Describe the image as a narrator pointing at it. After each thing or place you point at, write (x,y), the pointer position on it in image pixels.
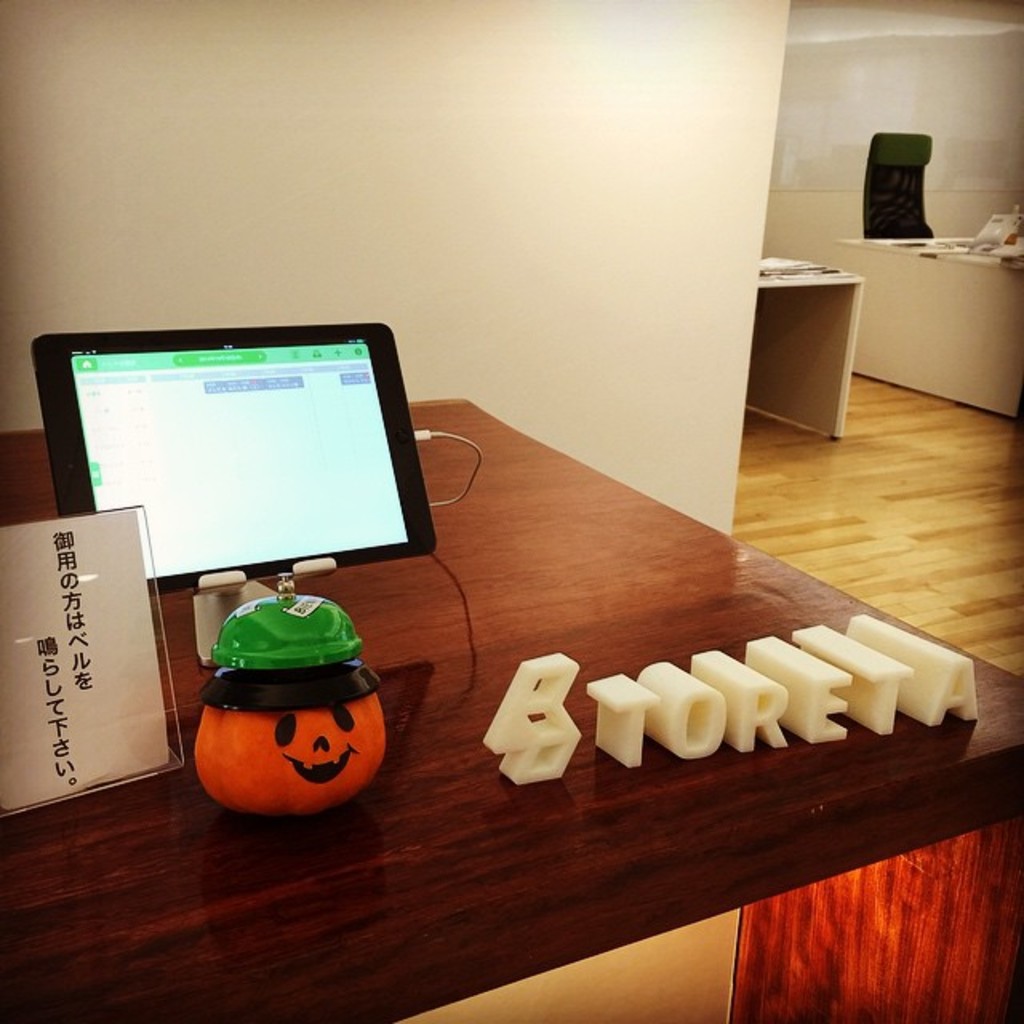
In this image we can see an electronic gadget (368,451), toy (310,637) and paper (33,591) with some text (62,782) placed on the surface (63,928).
